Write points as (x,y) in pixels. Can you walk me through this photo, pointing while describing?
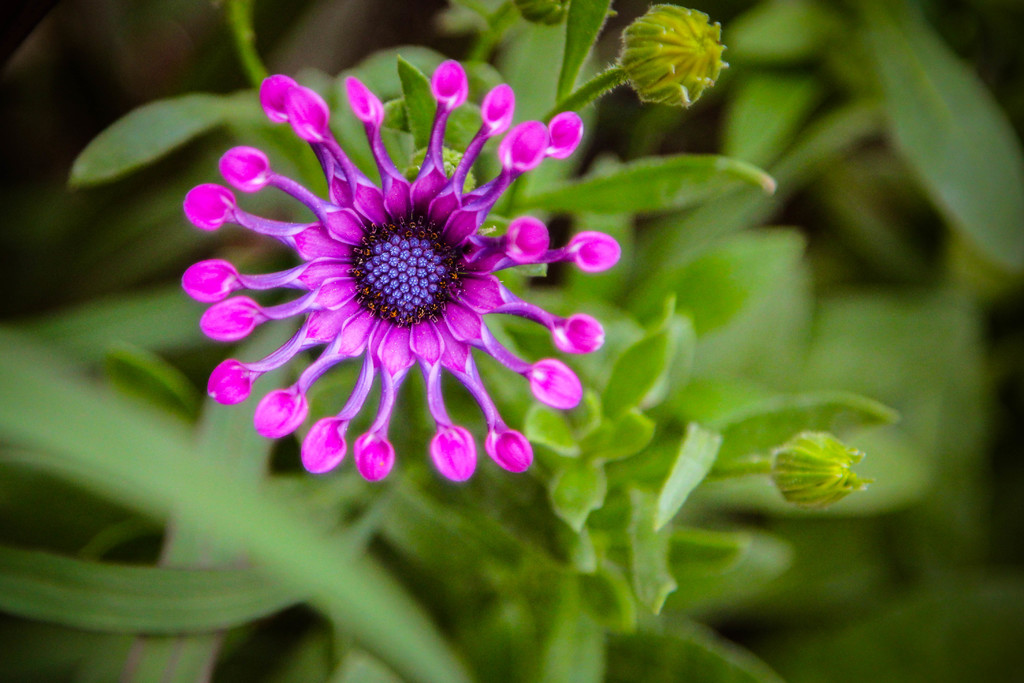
In this picture I can see there is a flower (453,258), it is in pink color and there are few buds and leafs (347,576) and the backdrop (876,578) is blurred.
